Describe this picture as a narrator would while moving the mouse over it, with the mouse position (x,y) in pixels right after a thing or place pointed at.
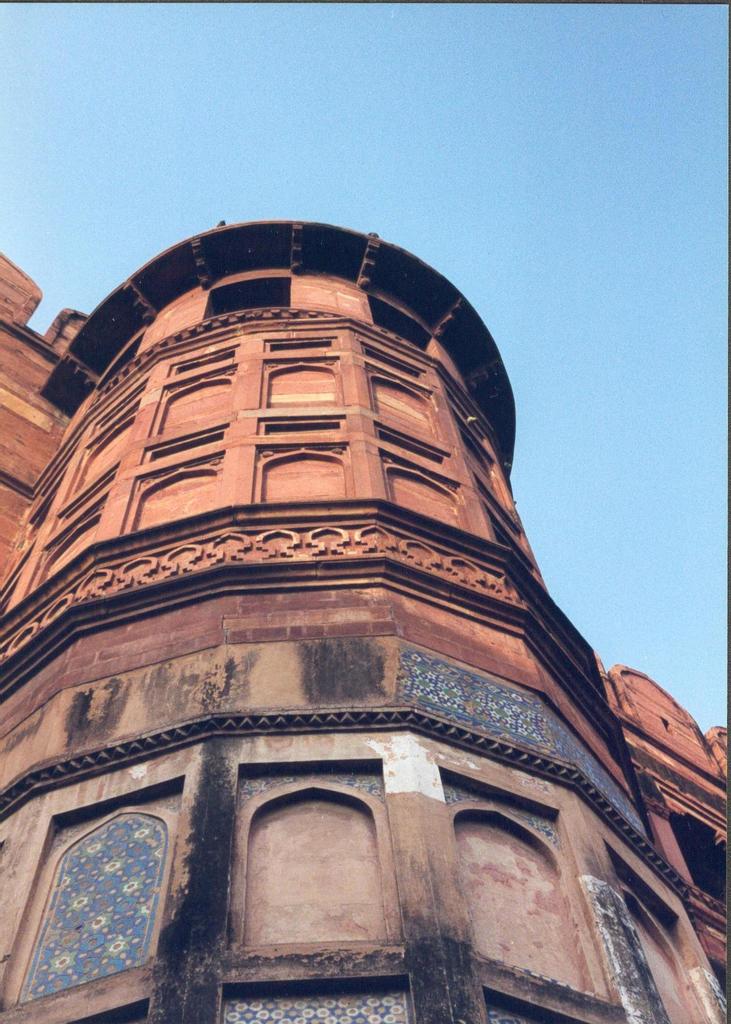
In this image I can see the building (260,625) which is in brown color. In the background (336,166) I can see the blue sky (573,228).
